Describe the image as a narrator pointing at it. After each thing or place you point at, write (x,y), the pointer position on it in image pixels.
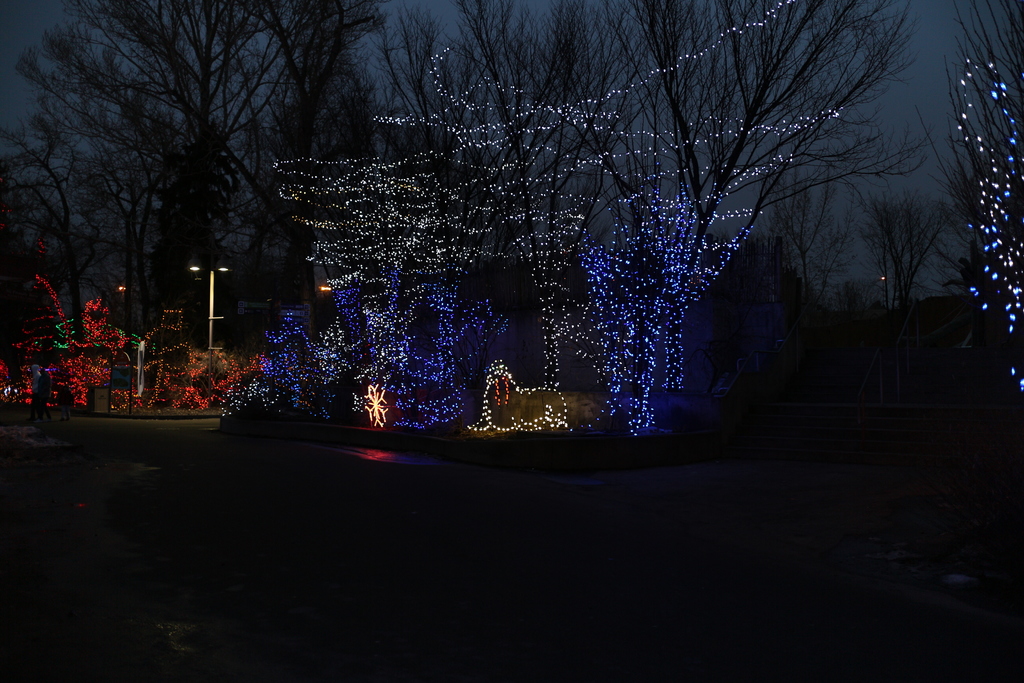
Here in this picture we can see number of trees (266,200) present all over there, in which some trees (637,220) are decorated with lights (334,251) over there and we can also see light posts (211,284) present here and there and on the left side (61,397) we can see some people (71,389) walking on the road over there.
